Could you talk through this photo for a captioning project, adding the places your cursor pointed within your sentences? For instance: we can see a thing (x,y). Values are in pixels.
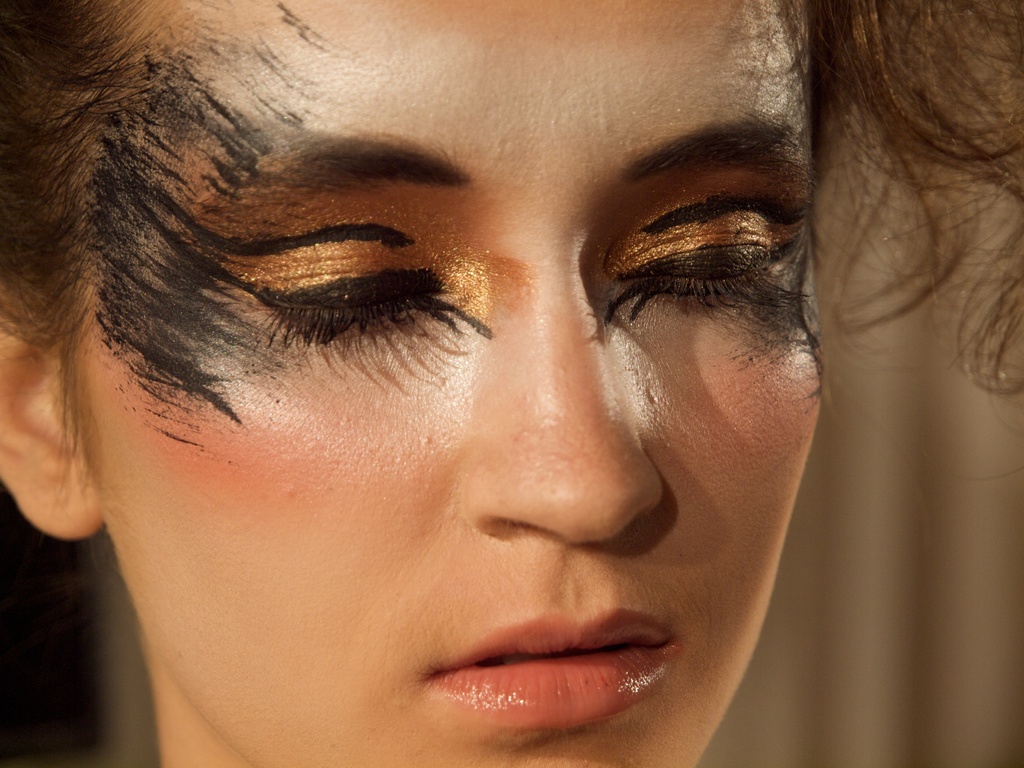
In this picture we can see a woman (637,371).
